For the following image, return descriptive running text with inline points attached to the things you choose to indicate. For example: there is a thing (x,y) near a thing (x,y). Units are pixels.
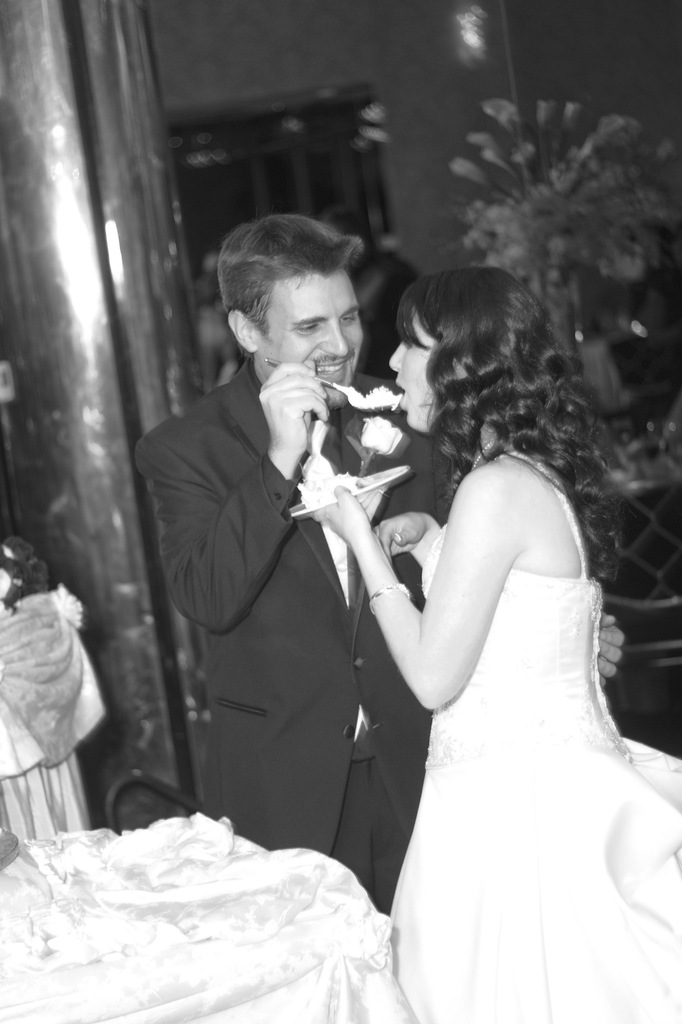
In this image I can see two people (324,736) holding the plate (307,509) and also the spoon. In the back (36,107) I can see the pillar (32,390), flower vase (573,329) and also the wall (394,110). And this is a black and white image.
